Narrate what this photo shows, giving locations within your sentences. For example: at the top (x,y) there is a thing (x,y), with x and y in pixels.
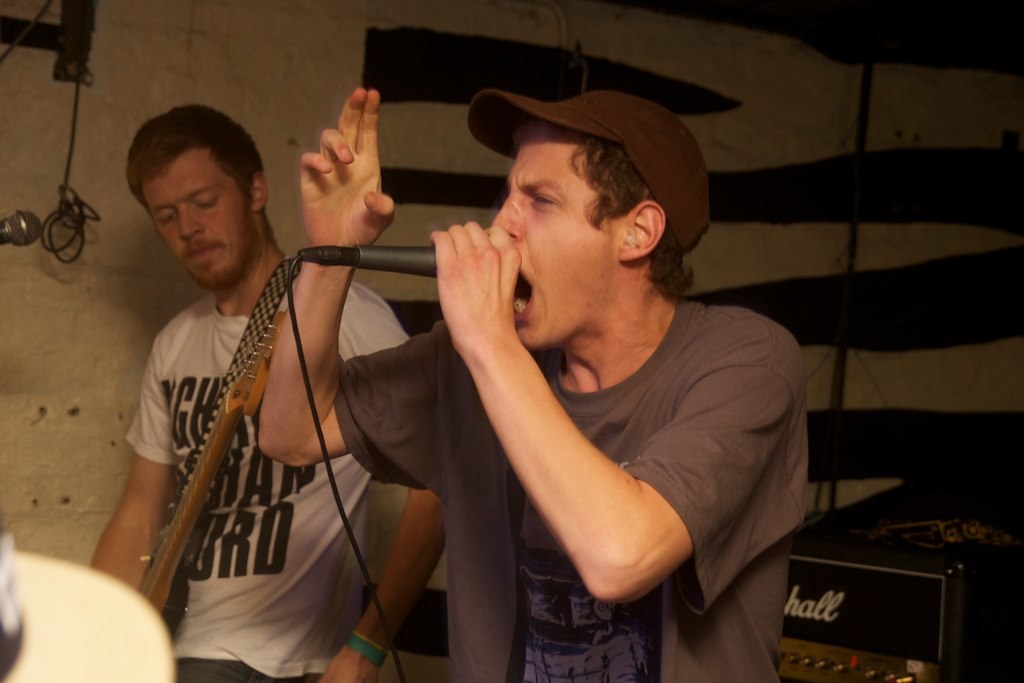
In this image I can see two men (331,210) where one is holding a mic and other one is holding a guitar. I can also see he is wearing a cap (671,185) and both of them are wearing t-shirts (492,519). Here I can see a mic (19,229).
